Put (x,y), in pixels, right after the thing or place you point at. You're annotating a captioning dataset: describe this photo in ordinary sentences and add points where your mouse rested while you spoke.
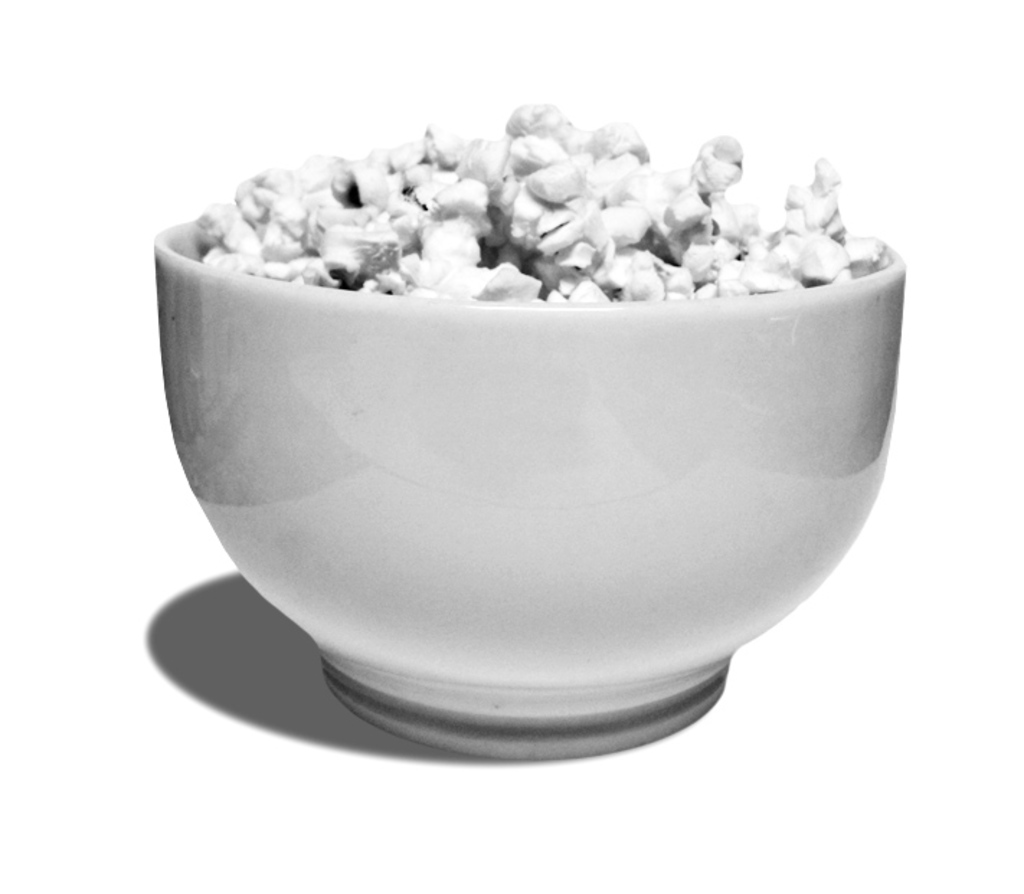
In this image, we can see a white color bowl (824,506), there is some food (873,258) kept in the bowl (850,305).
